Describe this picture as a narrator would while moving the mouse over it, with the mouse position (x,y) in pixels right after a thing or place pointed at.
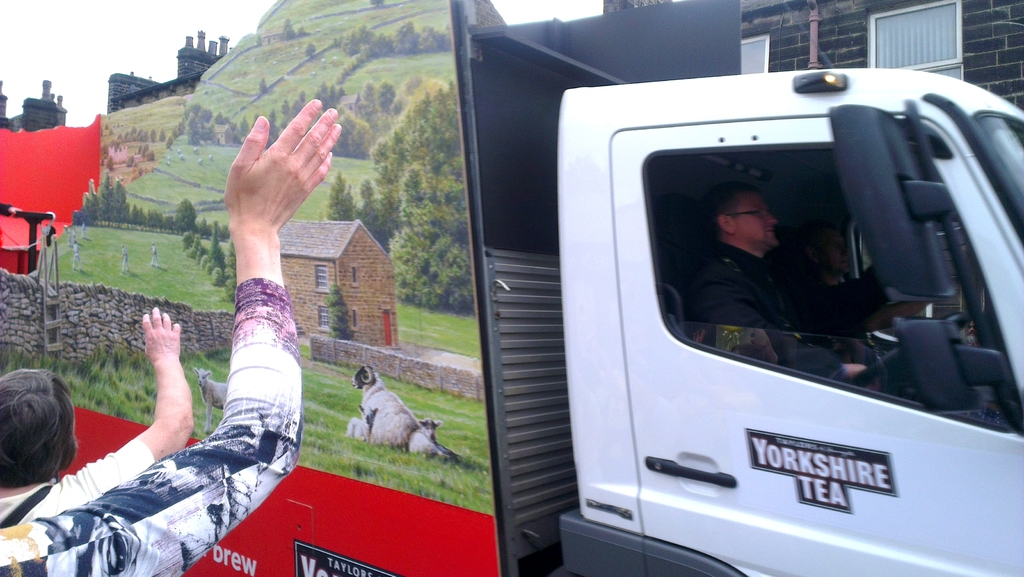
In this image, there are two persons (799,301) sitting in a truck (741,344). I can see a picture (106,270) of the trees (217,122), hills (141,190), a house (331,261), a ladder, grass (319,440), animals (365,420), buildings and few other things (95,292) on a board (197,90), which is attached to a truck (249,537). In the bottom left side of the image (141,558), I can see a person (52,485) and a person's hand (266,168). In the top right corner of the image (857,34), there is a building (920,59).
